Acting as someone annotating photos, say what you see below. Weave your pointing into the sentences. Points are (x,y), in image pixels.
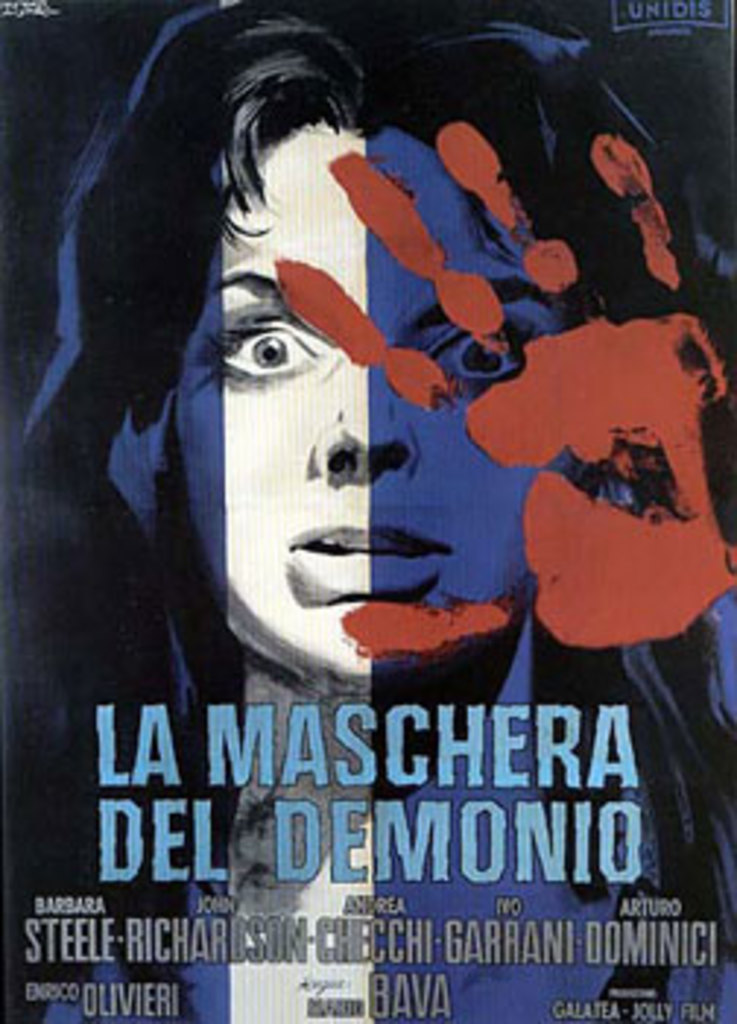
Here in this picture we can see a poster (155,844), on which we can see a woman's face (353,376) and a hand print (538,277) and some text (83,999) on it over there.
